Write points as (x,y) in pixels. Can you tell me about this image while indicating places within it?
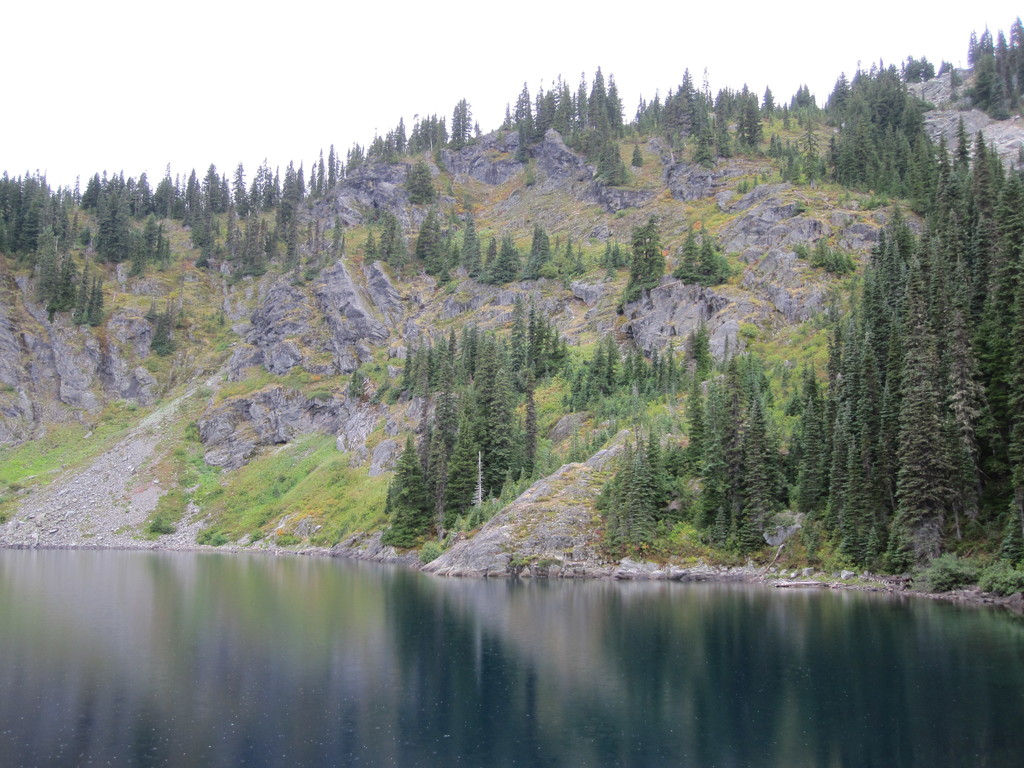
In this picture there is water (580,618) at the bottom side of the image (625,638) and there are trees (895,449) and mountains (786,250) in the image.
